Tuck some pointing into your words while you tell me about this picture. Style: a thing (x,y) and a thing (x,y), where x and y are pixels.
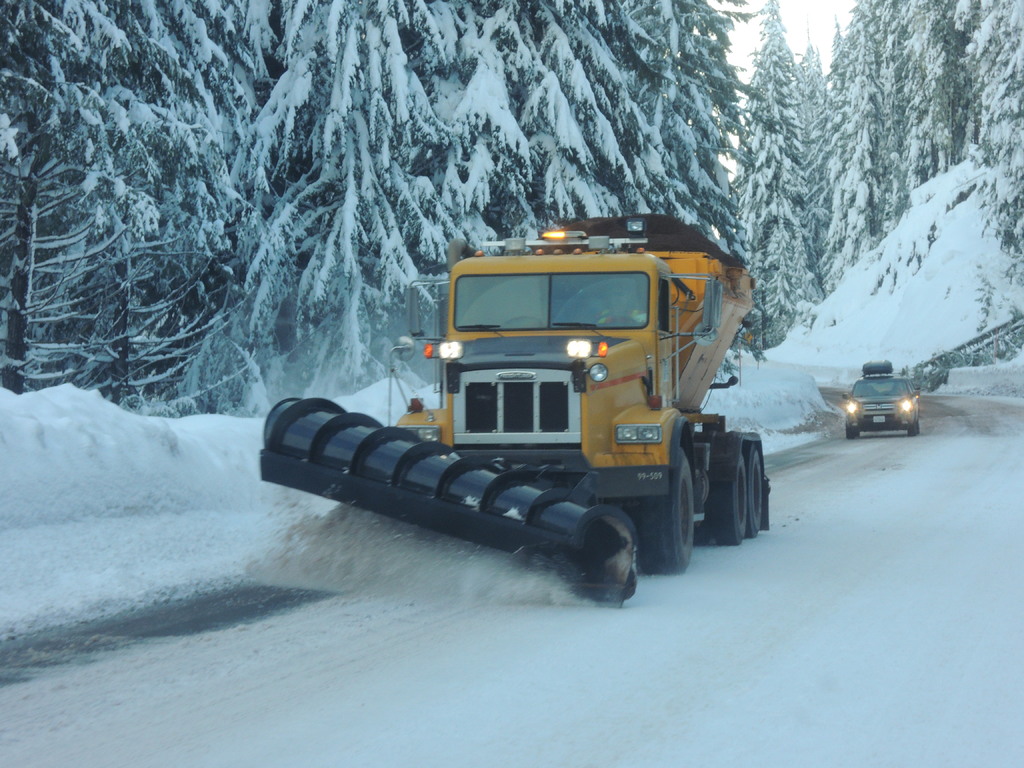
In this image in the front (507,672) there is snow (473,672) on the ground (521,621). In the center (545,414) there are vehicles (847,421) moving on the road (957,405). In the background (626,125) there are trees (649,164) and on the trees (653,119) there is snow (995,96).
